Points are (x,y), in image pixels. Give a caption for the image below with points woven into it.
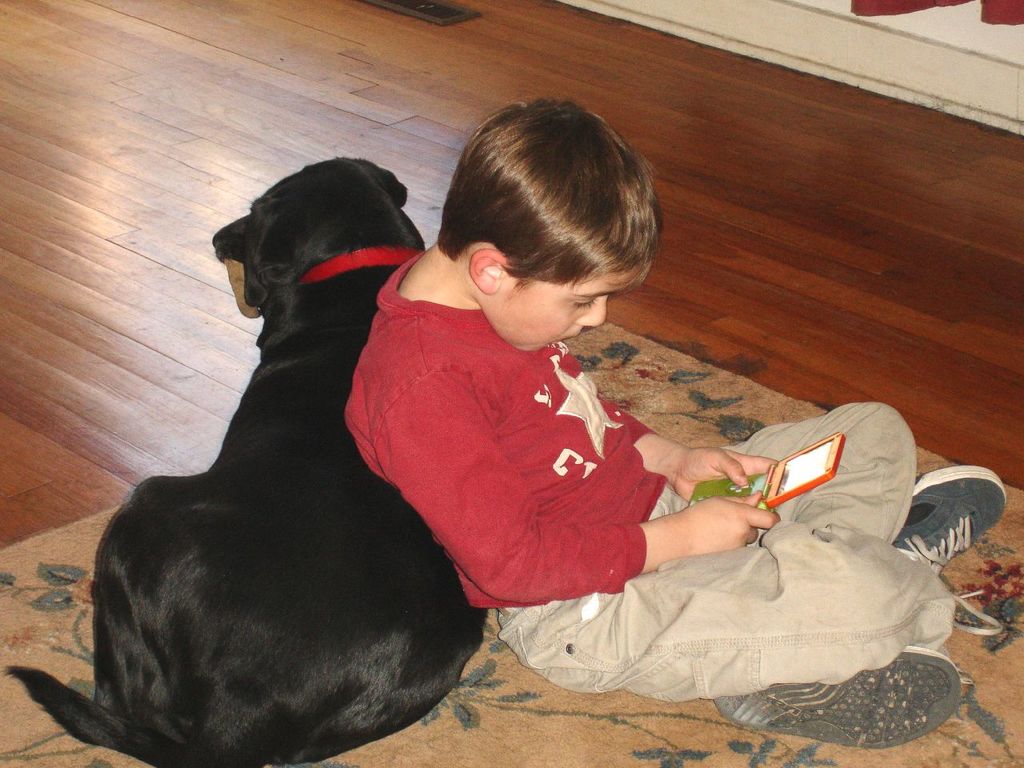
In this picture there is a boy (562,428) wearing a red t shirt (492,437) is holding a game (762,479) in his hand (728,511). There is a dog (310,605) sitting on the carpet (515,720). There is a collar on the dog (285,240).
